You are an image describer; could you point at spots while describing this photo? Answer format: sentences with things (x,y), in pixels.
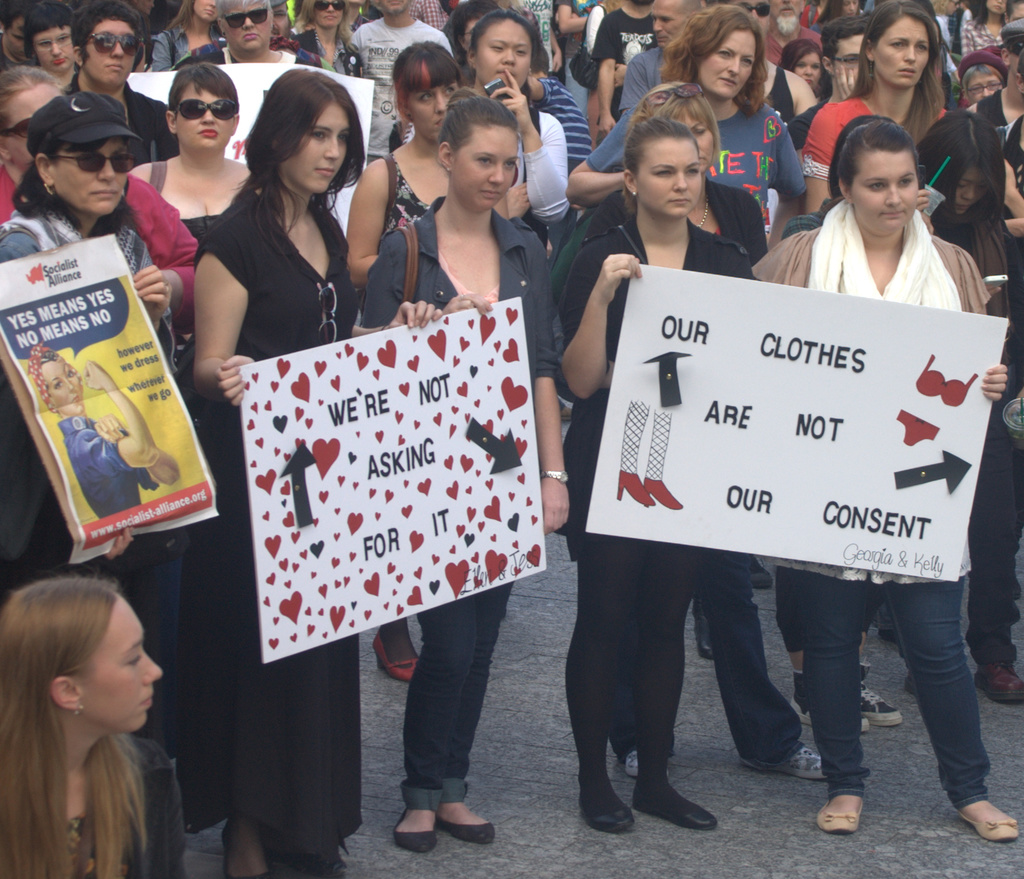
In this image, we can see a group of people (966,155) are standing. Few people (595,666) are holding some objects (751,461). At the bottom (669,850), we can see the path (731,867).
